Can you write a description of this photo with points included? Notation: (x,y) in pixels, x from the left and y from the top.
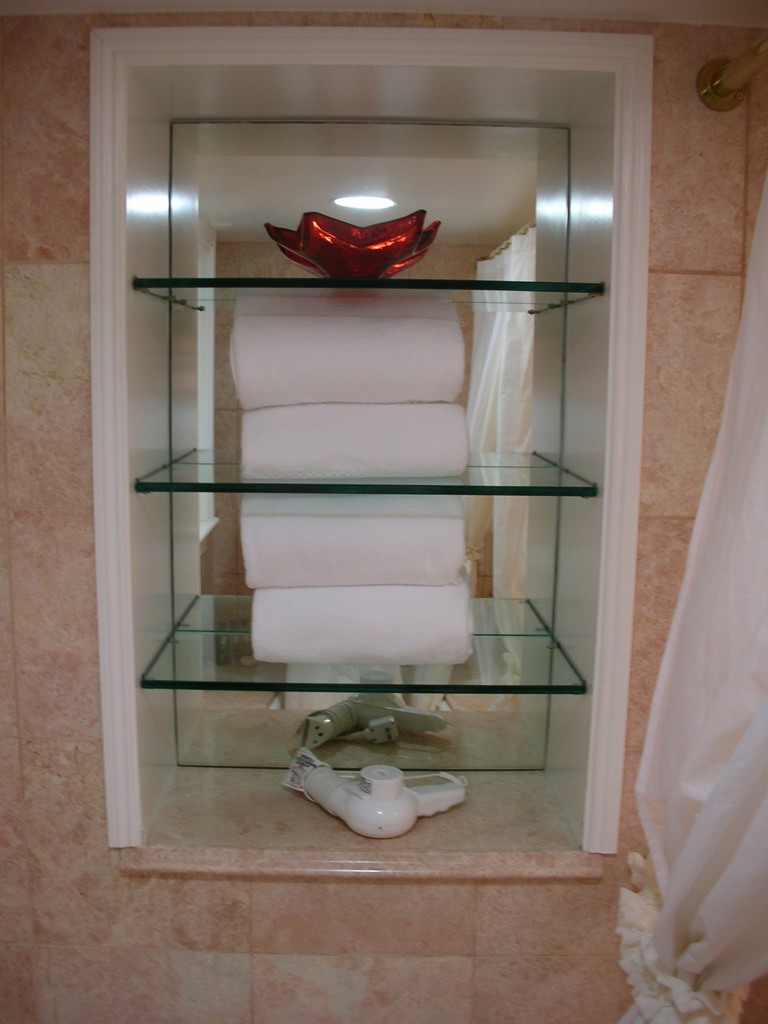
In this picture we can see towels (387,601) and other things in the shelves (479,679), on the right side of the image (756,736) we can see a metal rod (719,85) and curtain (691,695).
